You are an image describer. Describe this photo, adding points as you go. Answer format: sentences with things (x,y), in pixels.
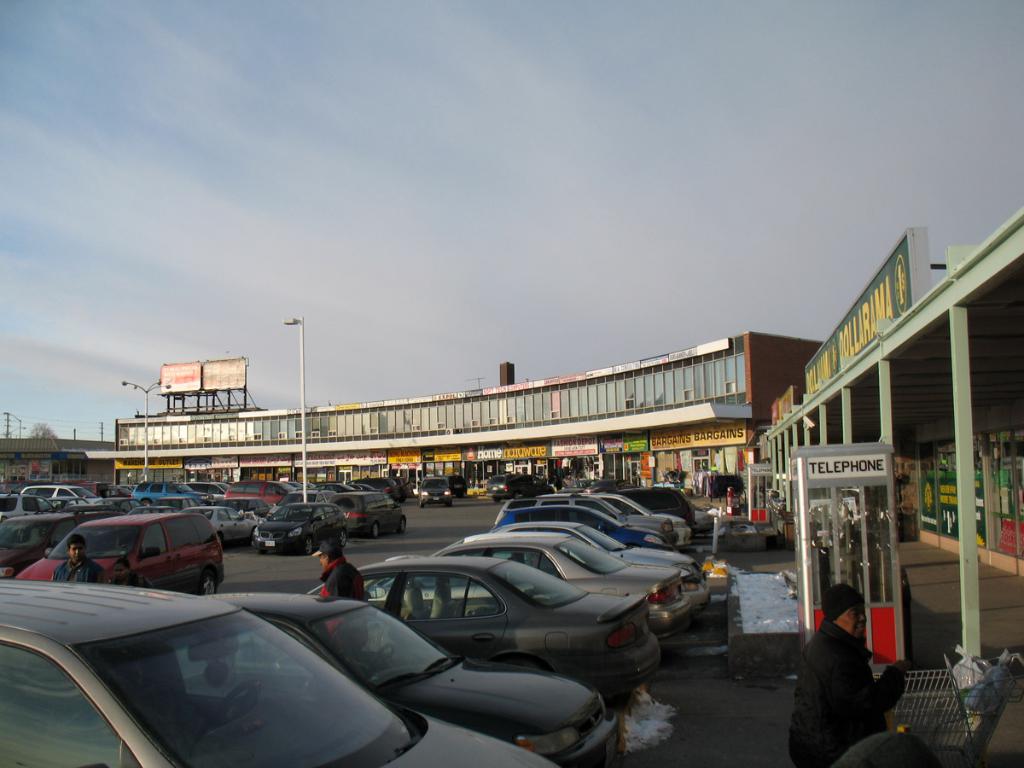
In this image, on the right side (841,620), we can see a person (889,696). In the right corner (987,705), we can also see some objects (956,708). On the right side (963,459), we can see some pillars (967,536), telephone box (885,601) and a board (841,338), on the board (873,305), we can see some text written on it. In the middle of the image (653,493), we can see few cars (509,708) which are placed on the road (295,559). In the middle of the image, we can also see a man (339,591). On the left side (129,607), we can also see a man (83,575), few vehicles (69,524). In the background (33,471), we can see some buildings (380,451), street lights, hoardings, board (477,452). On the board (730,436), we can see some text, trees (44,429), electric wires (85,421), electric pole (9,427), pillar (504,364). At the top (581,168), we can see a sky (575,152) which is a bit cloudy, at the bottom (471,515), we can see a road (466,504) and a footpath (983,573).
